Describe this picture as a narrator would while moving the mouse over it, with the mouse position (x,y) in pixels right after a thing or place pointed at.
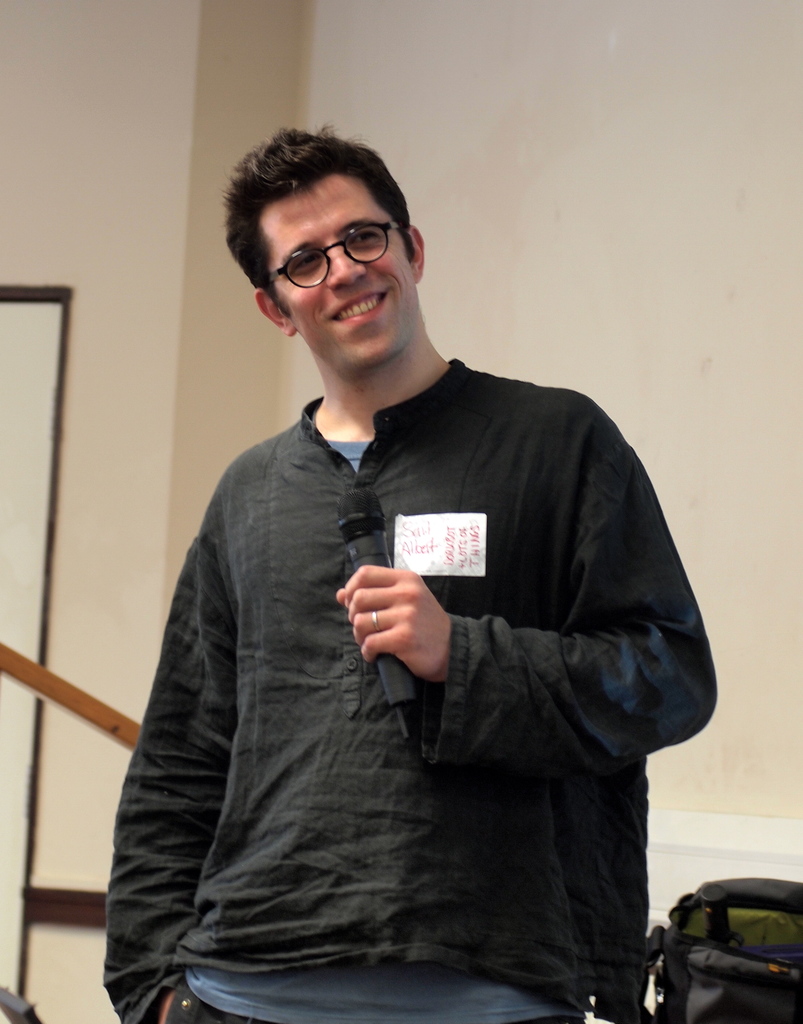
This picture is mainly highlighted with a man (636,708) standing and holding a mike (403,712) in his hand (364,639). He wore spectacles (337,244). This is a bag (712,945). On the background (621,171) we can see a wall (445,110).
